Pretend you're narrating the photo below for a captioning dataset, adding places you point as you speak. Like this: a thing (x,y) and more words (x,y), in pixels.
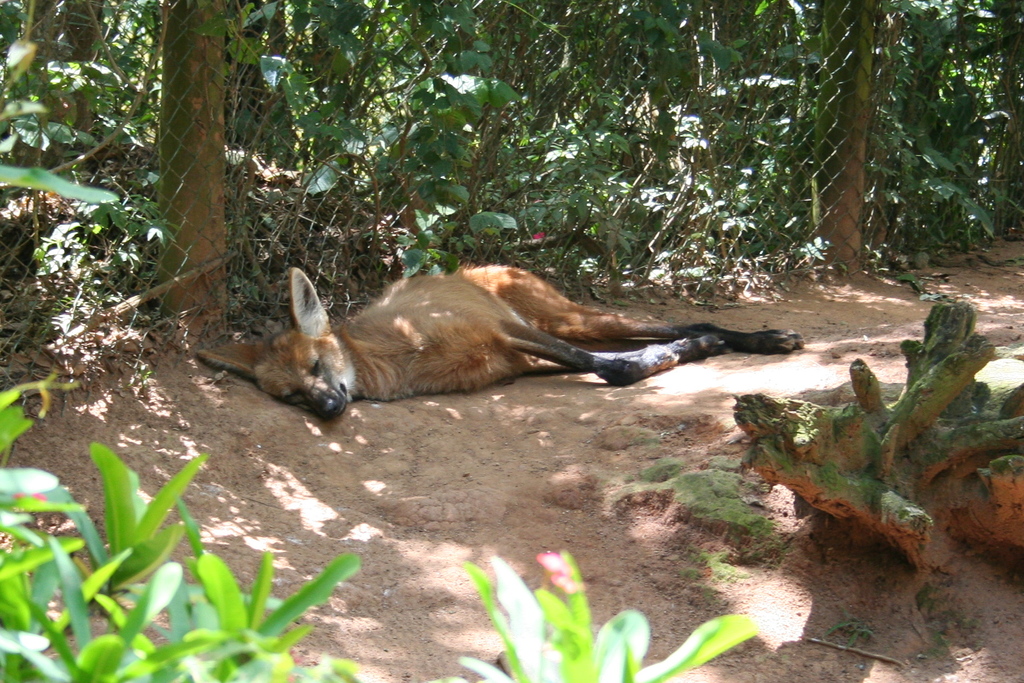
In this image I can see a fox (369,349) sleeping. There is a fence (305,81) and trees (305,81) at the back (223,90).
